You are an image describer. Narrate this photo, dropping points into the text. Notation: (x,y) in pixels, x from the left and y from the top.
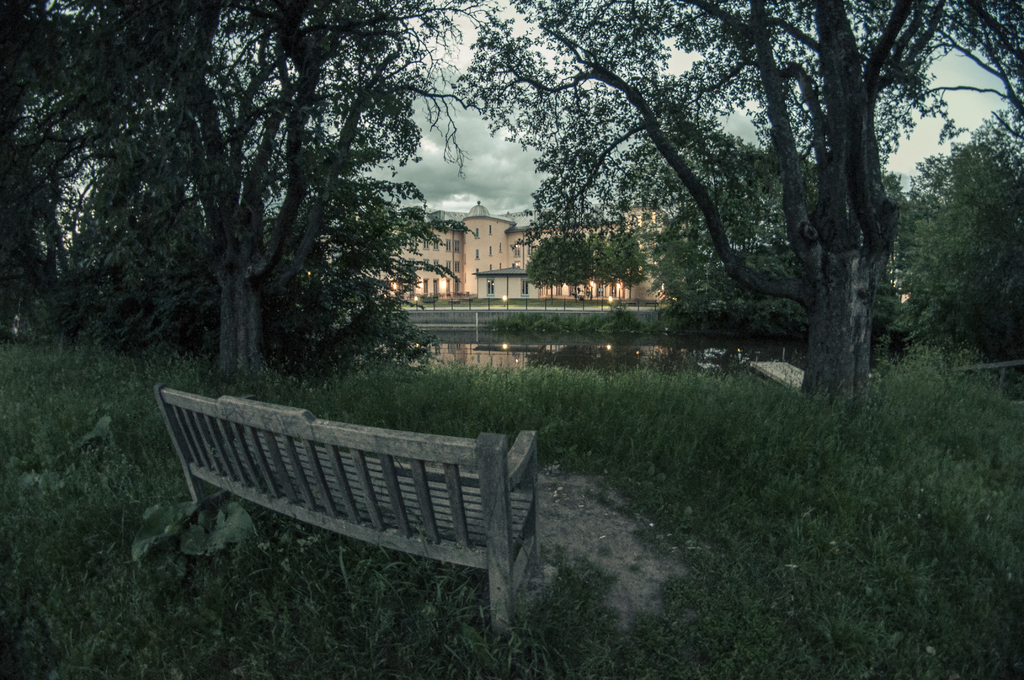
In the center of the image (452,271) we can see a building (513,250), windows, lights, poles (584,302), grass (530,299), road (561,307), water (672,360). In the foreground of the image (874,643) we can see the trees (832,273), grass (712,598), ground (633,590), bench (431,473). At the top of the image (479,132) we can see the clouds (469,55) are present in the sky (501,6).
